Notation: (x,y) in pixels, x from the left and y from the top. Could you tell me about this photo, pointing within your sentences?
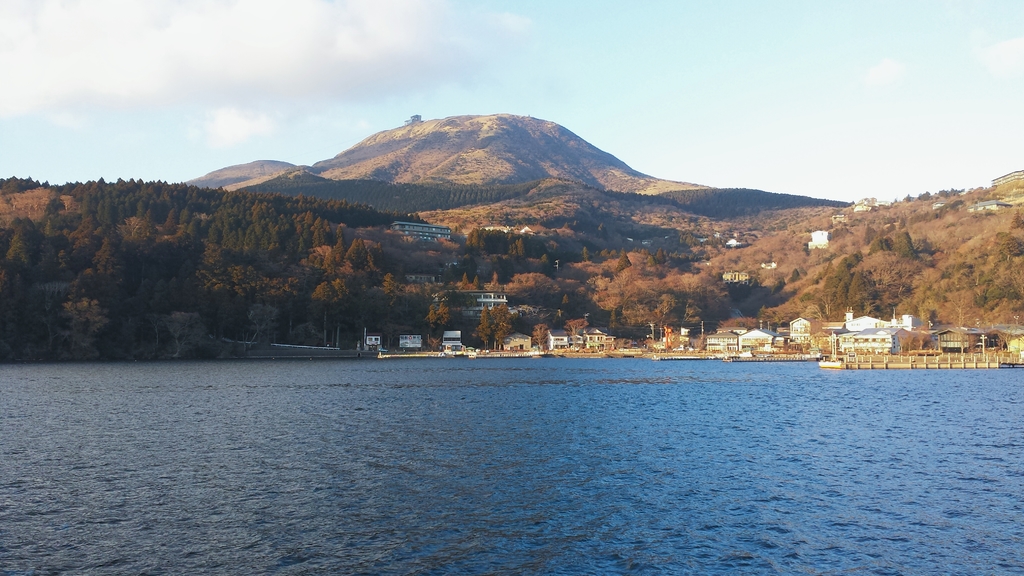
In this picture I can see there is a river (855,427), buildings (376,341), trees (395,302), mountains (523,218) and the sky (661,87) is clear.
